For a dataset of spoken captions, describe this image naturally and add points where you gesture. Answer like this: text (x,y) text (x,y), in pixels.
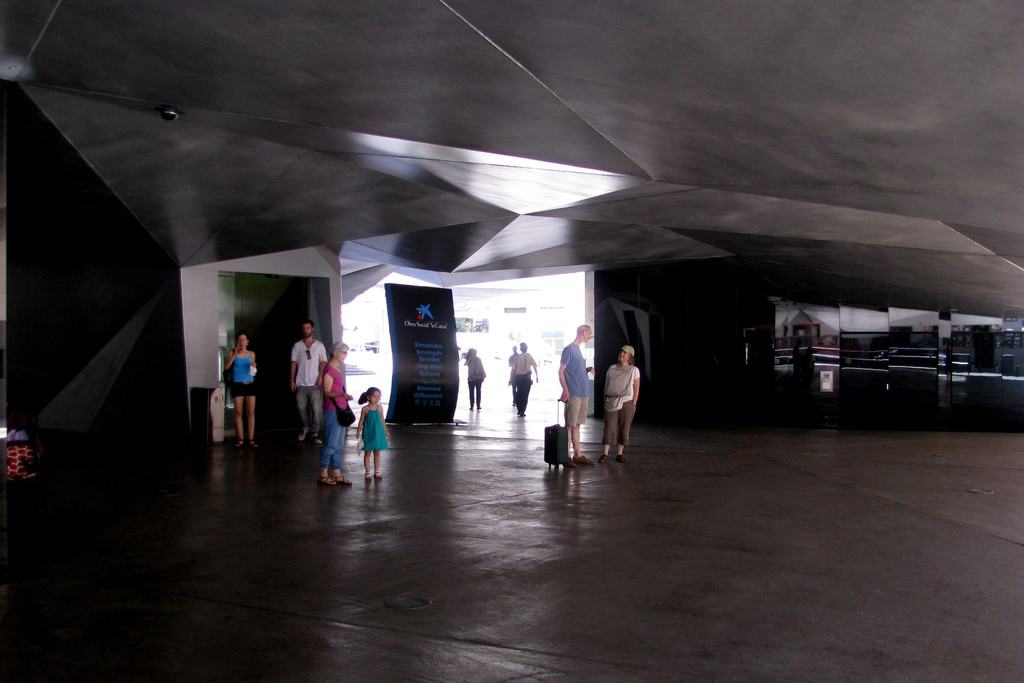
This image is clicked inside a room (413,492). There are few people (338,375) standing on the ground (496,410). In the center (566,387) there is a man (569,359) holding a trolley bag (561,449). There are banners (434,316) in the room (327,321). In the background (494,325) there is an entrance (482,302). At the top (329,95) there is a ceiling (353,105).
